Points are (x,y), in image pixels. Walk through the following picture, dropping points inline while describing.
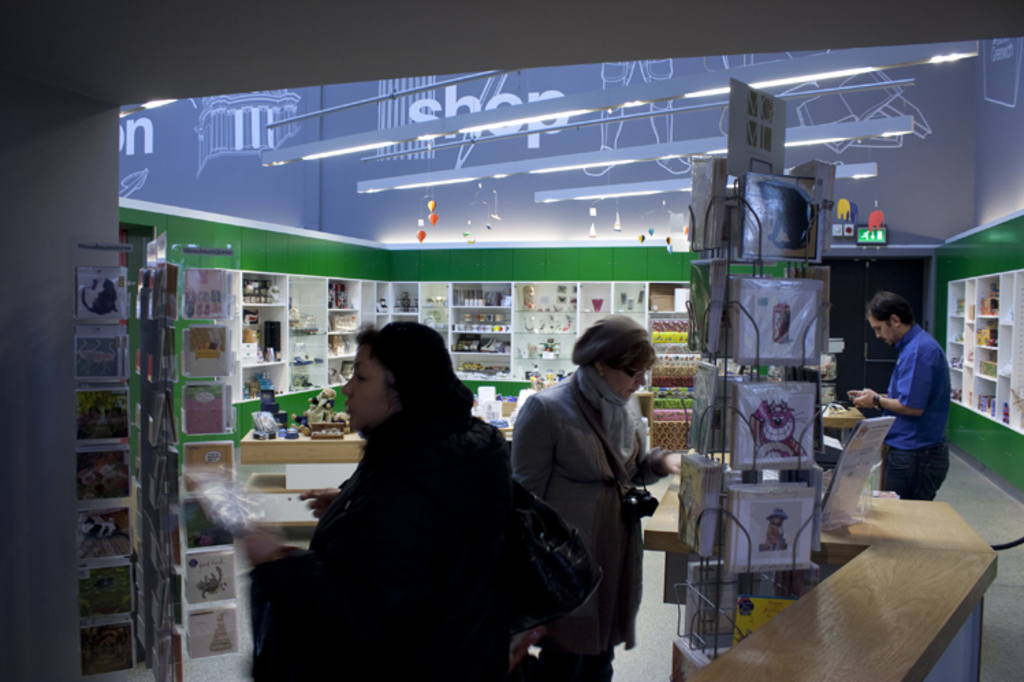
In this image we can see few people (344,510). One lady (504,506) is holding a bag (557,533). Another lady (588,501) is having a camera (639,497). There are stands (171,450) with photo frames (756,253). Also there are books (201,583). In the back (266,315) there are cupboards (286,292). In the cupboards (270,312) there are many items (671,292). On the ceiling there are lights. Also there are few other things (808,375).
